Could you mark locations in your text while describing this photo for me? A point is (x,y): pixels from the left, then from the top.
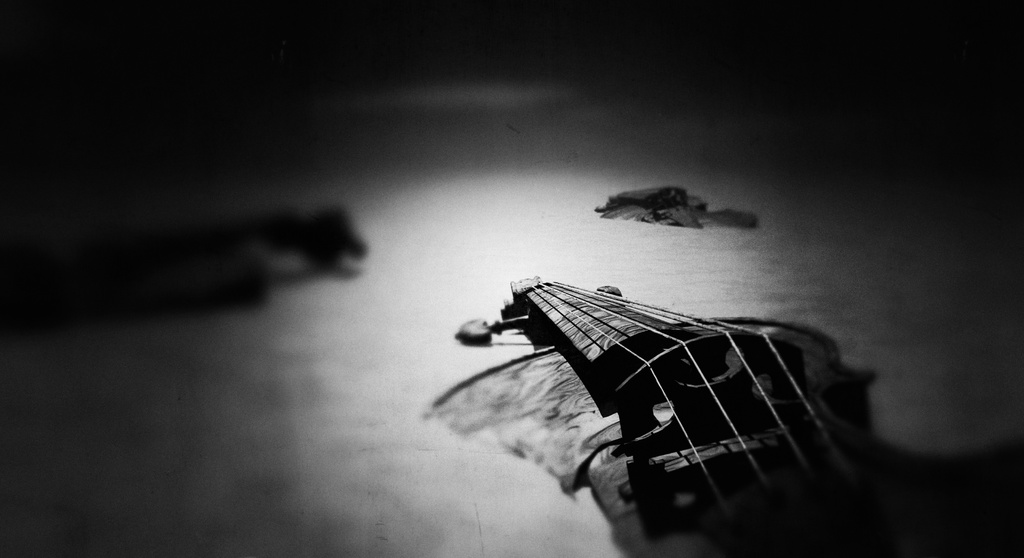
I see this is a black and white image and I see the musical instrument (569,327) over here and it is dark in the background (309,75).
